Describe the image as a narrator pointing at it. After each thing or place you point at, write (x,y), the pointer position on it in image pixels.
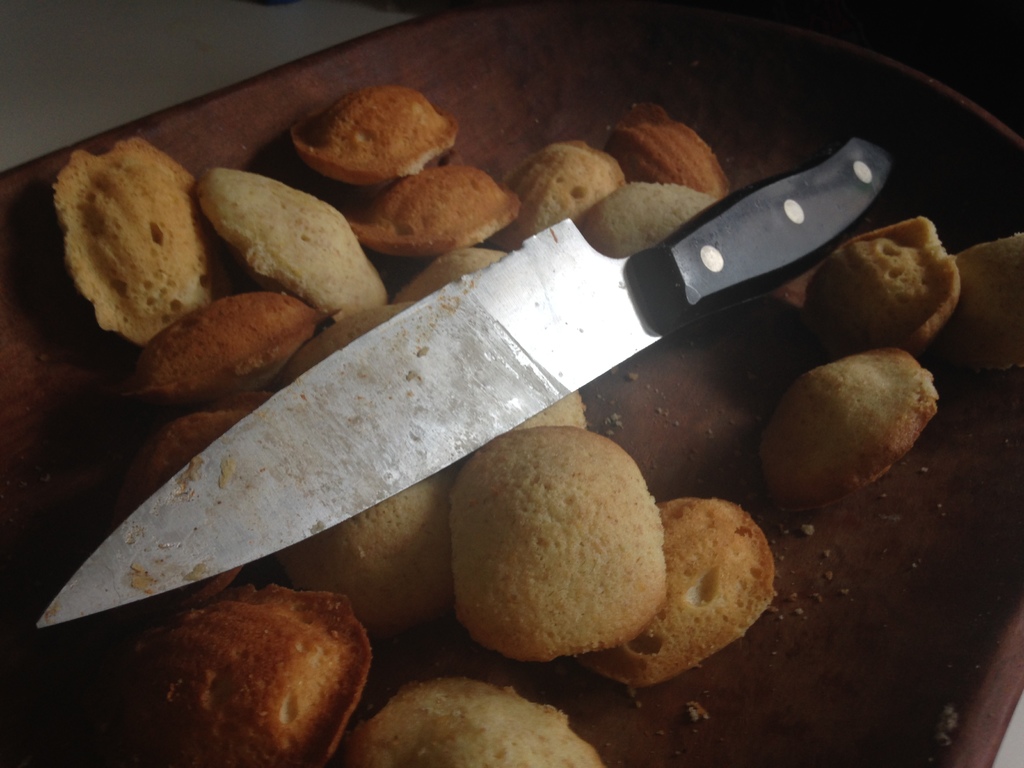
In this image there is a food (292,334), knife (797,216) and bowl (8,290). Bowl (261,147) is on the white surface (189,72).
